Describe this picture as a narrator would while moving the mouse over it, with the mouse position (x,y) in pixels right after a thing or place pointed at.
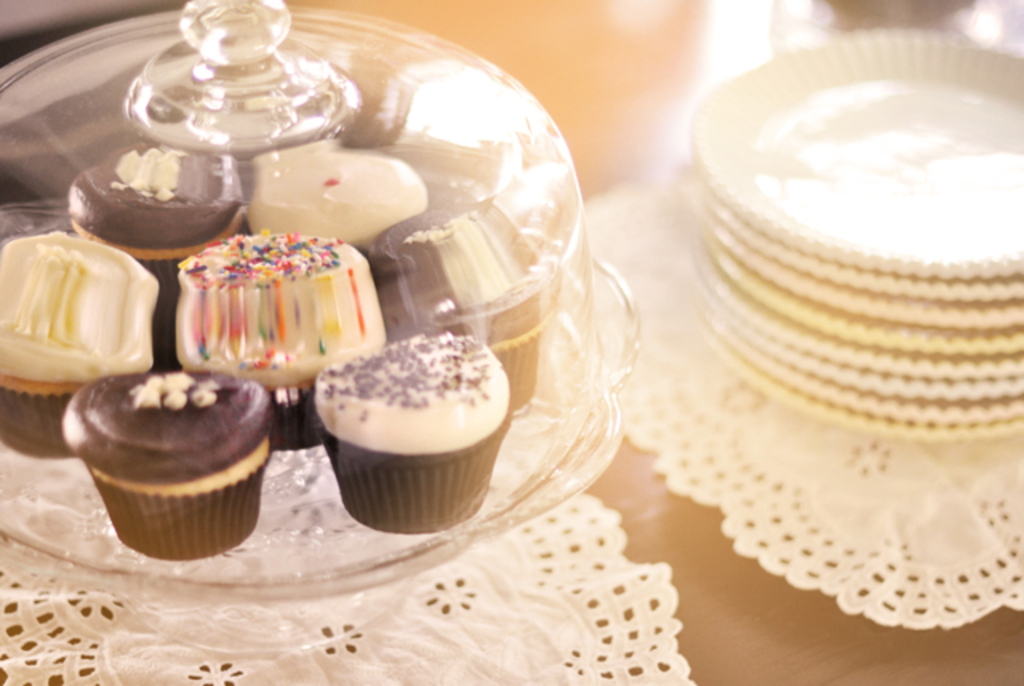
In this image I can see few cupcakes (391,433) on the glass tray (521,498). I can see few plates (875,320) and they are on the brown table (789,613).
